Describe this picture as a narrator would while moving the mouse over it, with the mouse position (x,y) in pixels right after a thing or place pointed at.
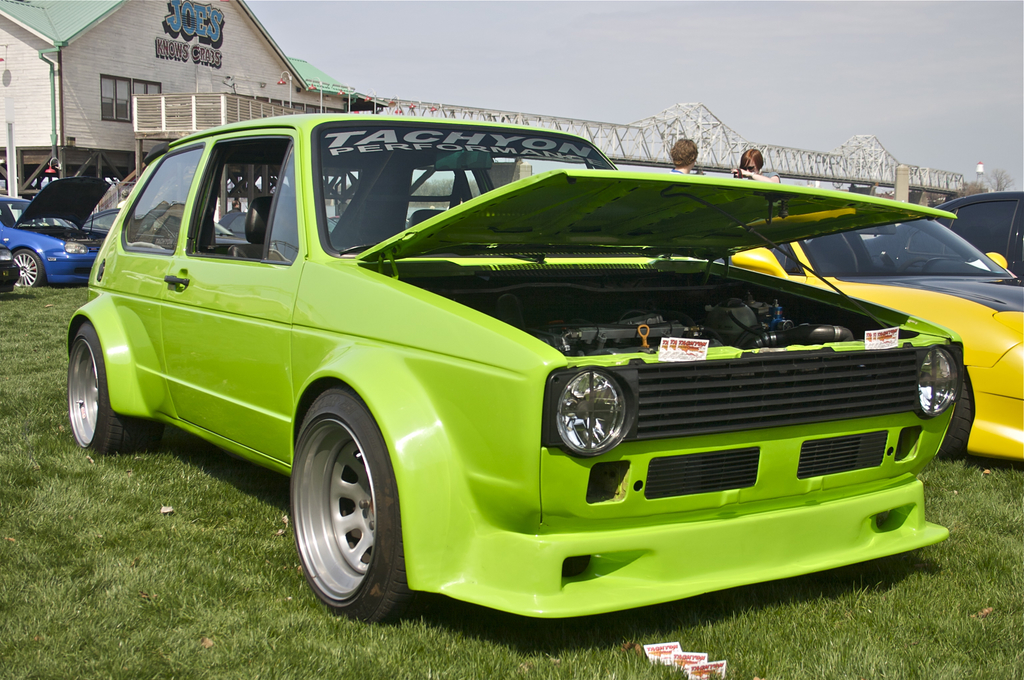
In this picture we can see few people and cars (487,413) on the grass (977,587), in the background (96,172) we can see a building (175,35), few trees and a bridge (863,165).
